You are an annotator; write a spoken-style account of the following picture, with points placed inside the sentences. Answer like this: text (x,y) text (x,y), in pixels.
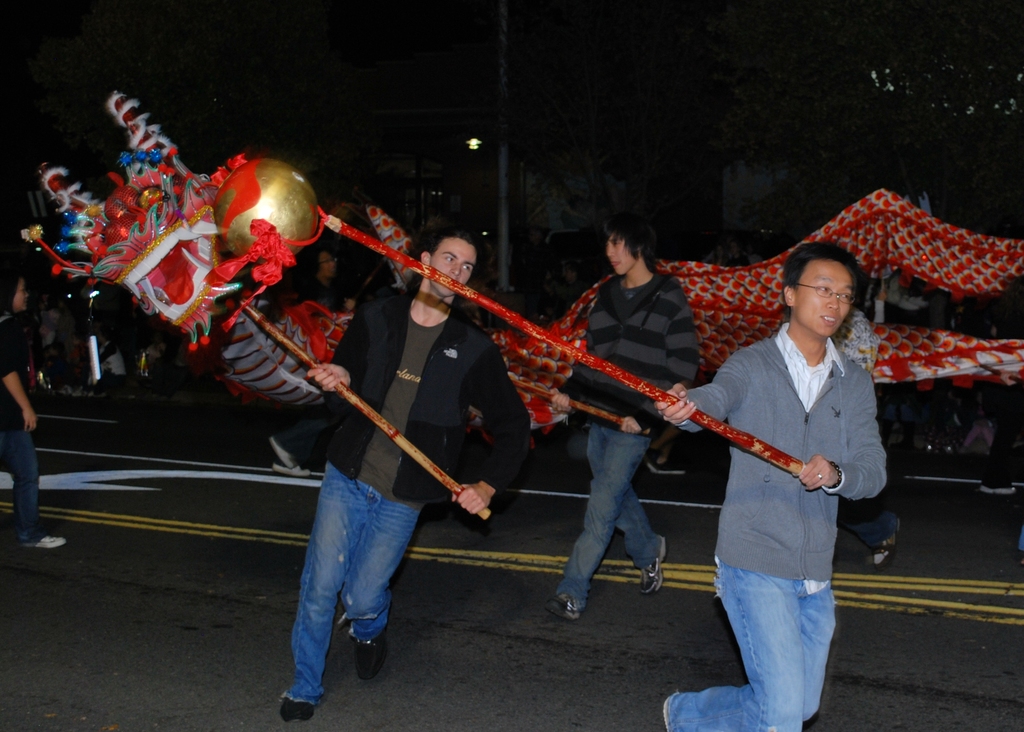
In this image, we can see persons (656,324) holding sticks (520,382) and doing dragon dance. There is a pole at the top of the image (502,82). There is an another person (29,417) on the left side of the image (24,363) standing and wearing clothes (3,453).
